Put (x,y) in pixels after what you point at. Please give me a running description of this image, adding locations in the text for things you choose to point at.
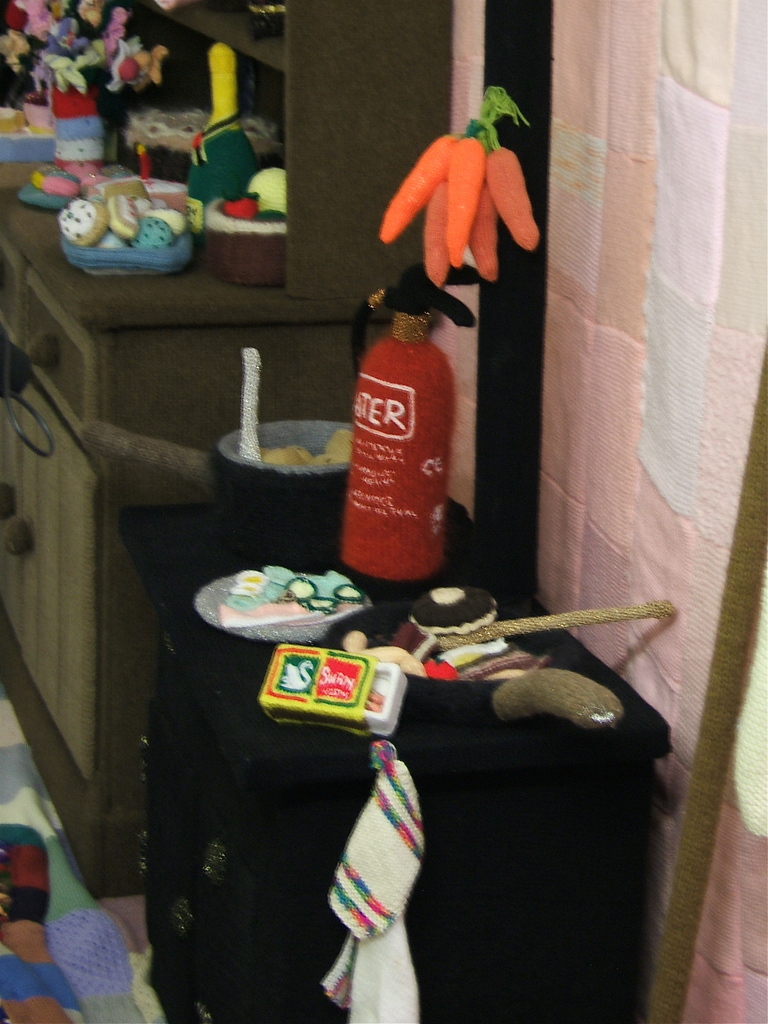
In the image in center (262,651) there is a table (450,735) on the table (413,718) there are few objects (368,685). Here the fire extinguisher (396,461) and there is a wall (620,219) where carrots (484,150) were tied up, back of the table (449,827) there is another table (164,288) it is also covered with the few objects (77,242) on it.
